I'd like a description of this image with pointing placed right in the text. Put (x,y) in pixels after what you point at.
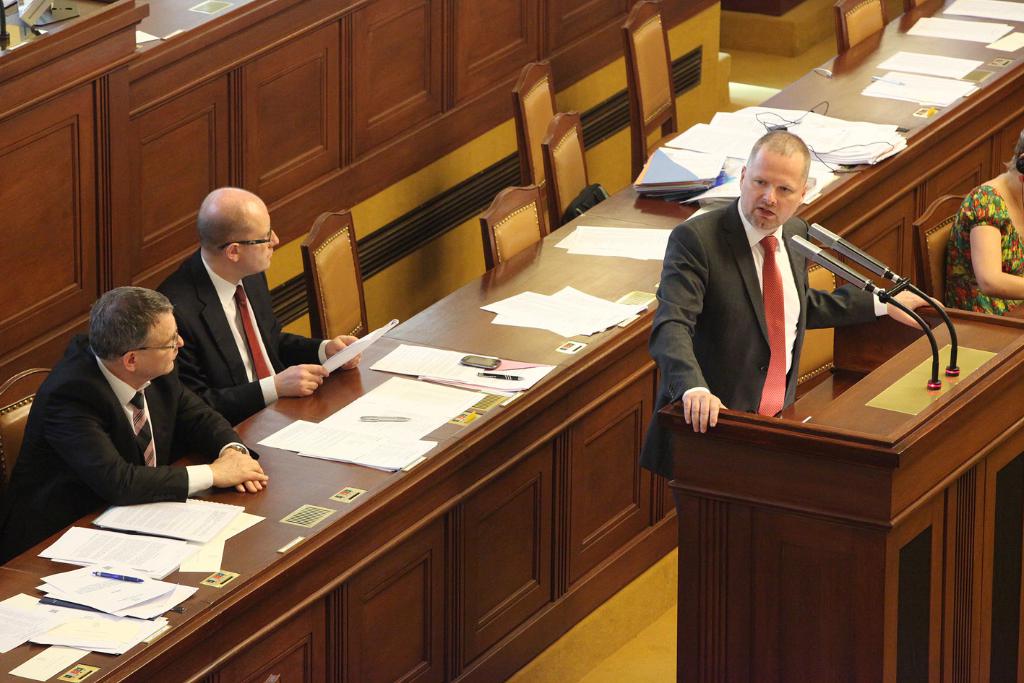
The image is inside a conference hall (903,155). In the image in middle of the hall (692,256) there is a man (785,289) who is standing in front of a microphone (855,259) holding a table (762,460) and opened his mouth (769,215) for talking. On right side (993,190) there is a woman (1004,187) who is sitting chair (935,252). On left side (236,366) there are two mans (200,429) one man (270,343) is holding a paper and sitting on chair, another man (132,360) is also sitting on chair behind the table (94,541). On table (214,492) we can see paper (819,129), pen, books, wires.
